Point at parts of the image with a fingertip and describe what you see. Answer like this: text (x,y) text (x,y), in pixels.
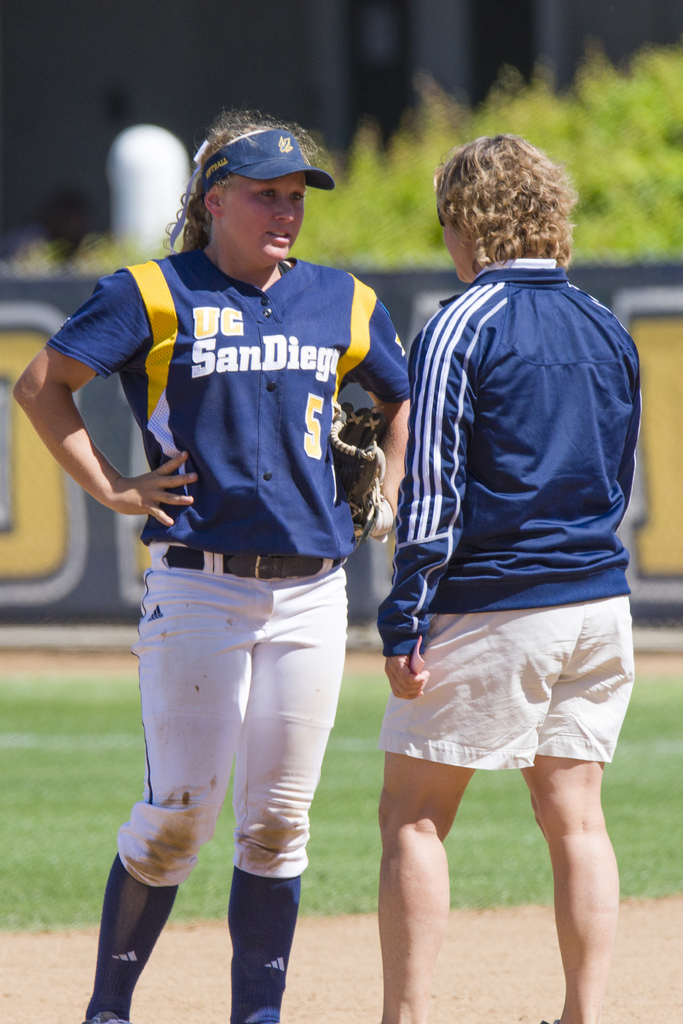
In this picture we can see two people (346,591) standing on the ground (469,921) and a woman (322,513) wore a cap (294,156), glove (378,445) and in the background (118,822) we can see the grass (140,704), plants (634,170), board (13,591) and some objects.
